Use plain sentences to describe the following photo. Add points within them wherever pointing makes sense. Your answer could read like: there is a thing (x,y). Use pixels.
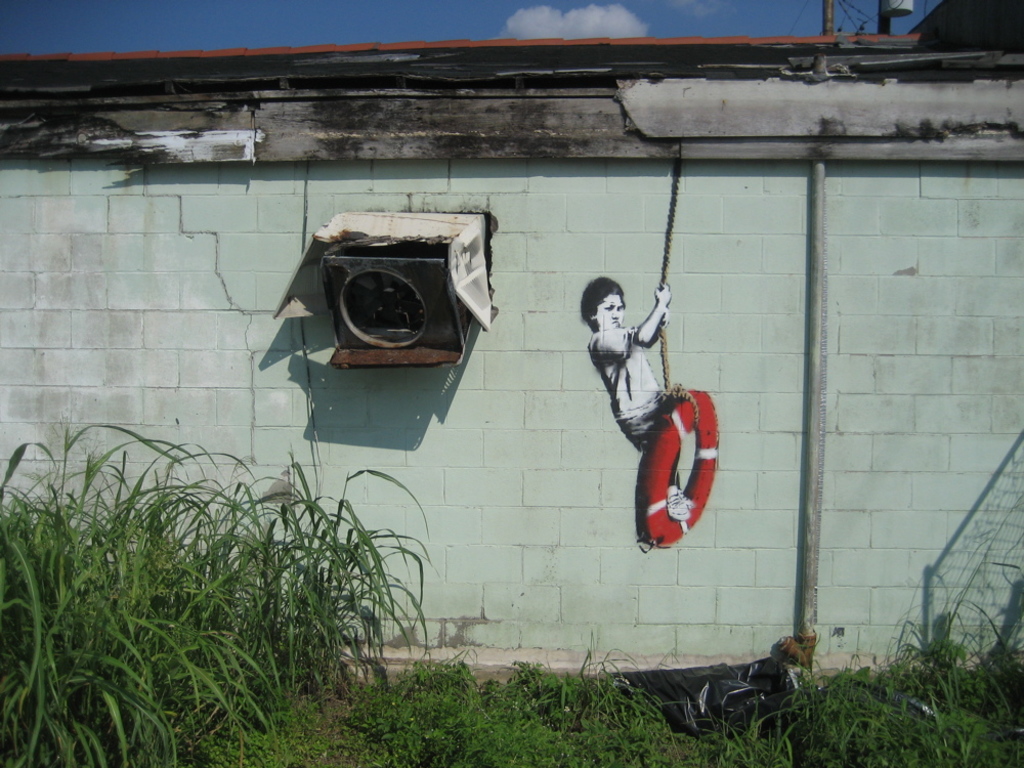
In this picture I see on the left side (178,584) there are plants (175,654). In the middle (620,382) there is a painting (627,383) on this wall (593,430) of a boy (626,391). He is holding the thread (693,400) with a red color Tyre (704,490), at the top (484,21) it is the sky (476,38).
